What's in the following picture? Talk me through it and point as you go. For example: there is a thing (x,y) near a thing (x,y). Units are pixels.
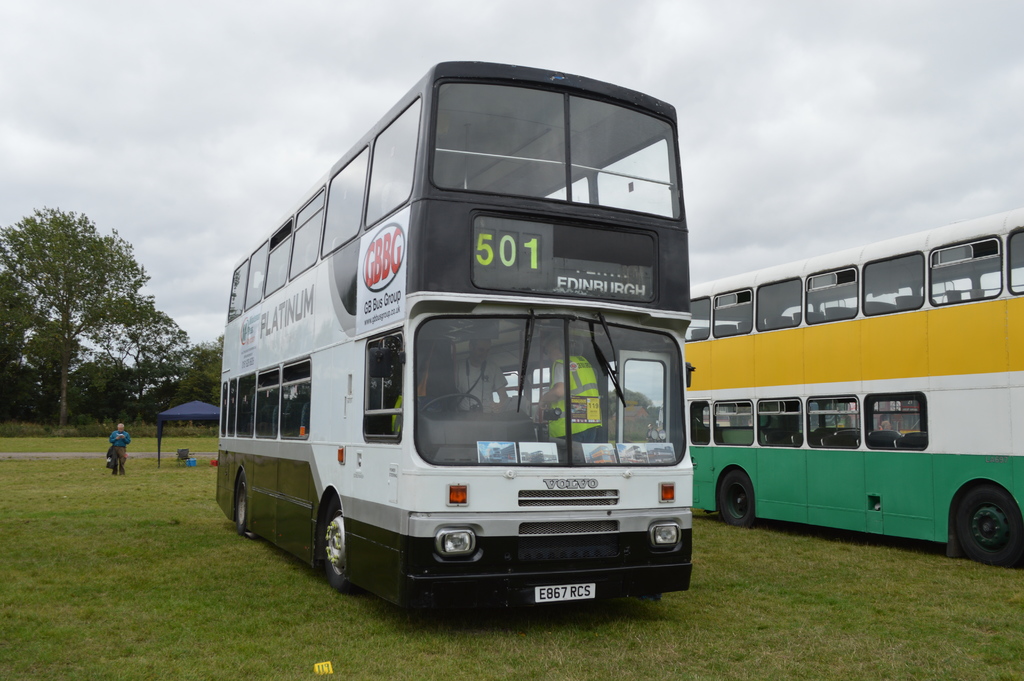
In this image I can see two vehicles (587,538) are on the ground (401,627). To the side of these vehicles (435,86) I can see the person (115,461) standing. In the background (108,421) there is a tent (160,426), many trees (100,343) and the sky (512,35).
